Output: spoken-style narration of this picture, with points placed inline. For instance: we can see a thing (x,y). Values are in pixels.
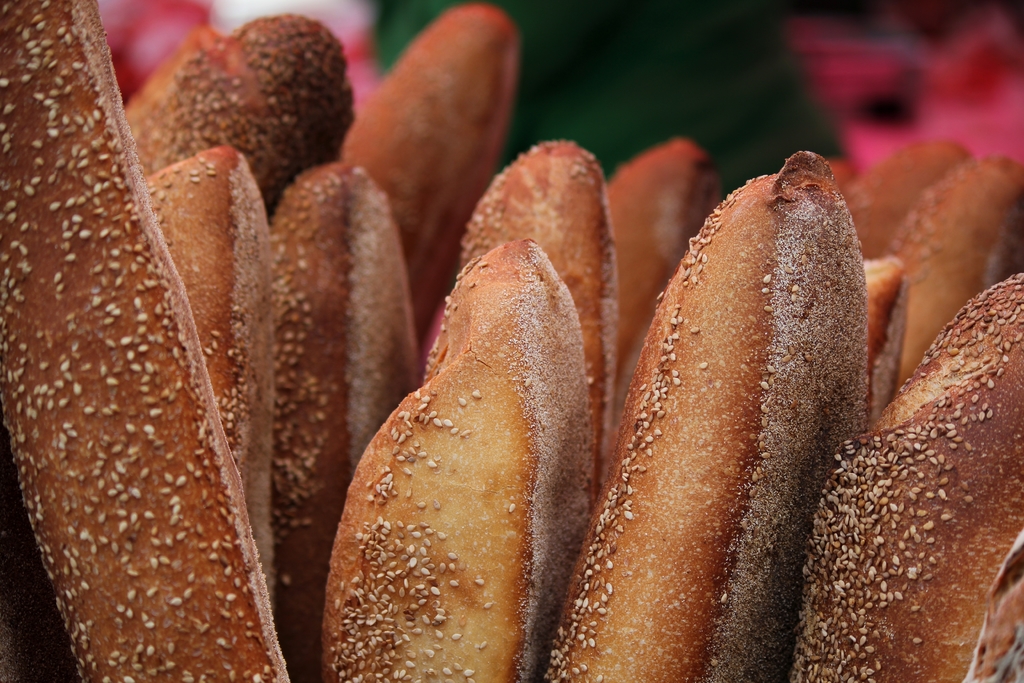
In the center of the image (677,236) there are food items (406,628).
